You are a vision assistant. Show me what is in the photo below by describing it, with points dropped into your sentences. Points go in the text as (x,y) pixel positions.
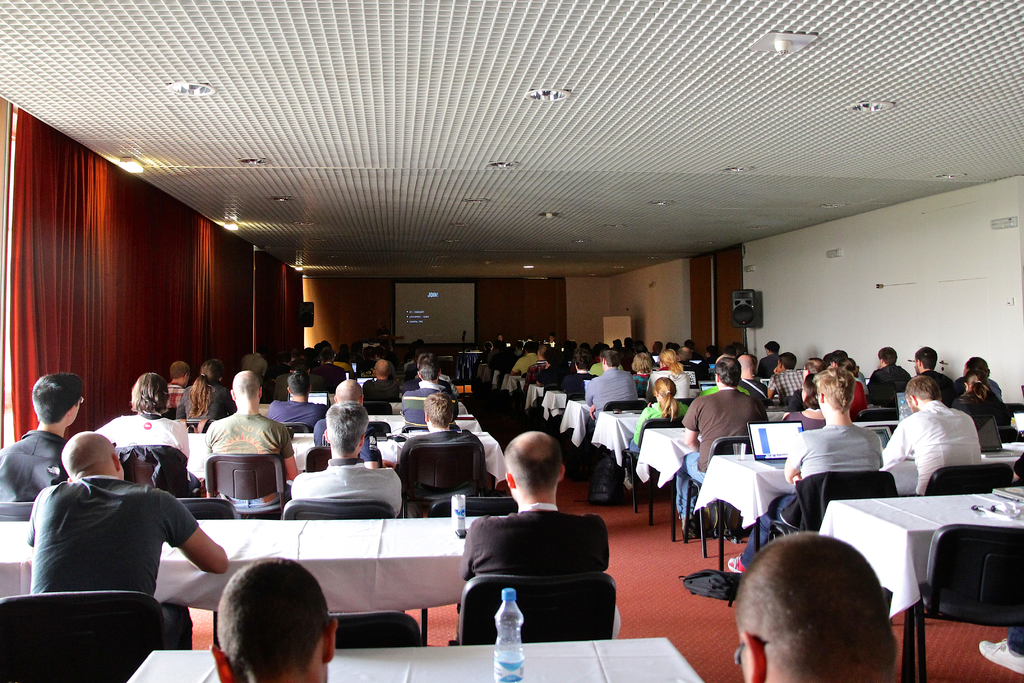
In the image there are sitting on chair (880,404) in front of table (859,540) looking at screen (423,321) on the wall (650,290), this looks like a conference room (738,379).
